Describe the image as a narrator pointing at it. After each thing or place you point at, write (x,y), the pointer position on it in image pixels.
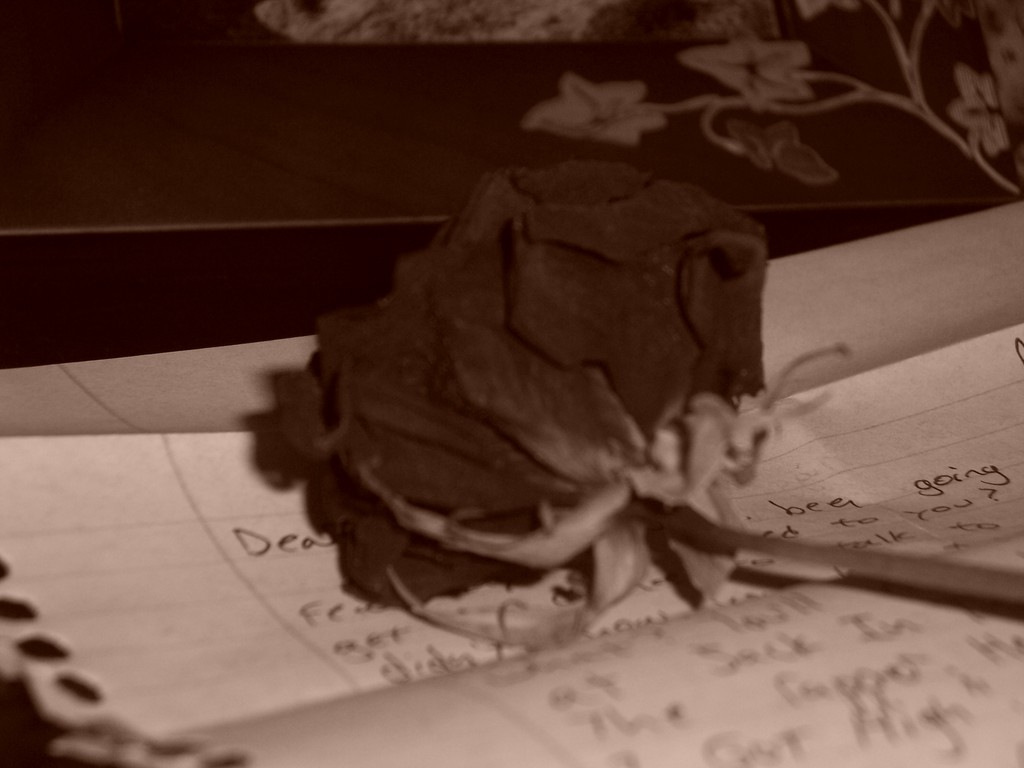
As we can see in the image there is a table (396,169). On table (436,179) there is a paper (829,716) and flower (577,452).
